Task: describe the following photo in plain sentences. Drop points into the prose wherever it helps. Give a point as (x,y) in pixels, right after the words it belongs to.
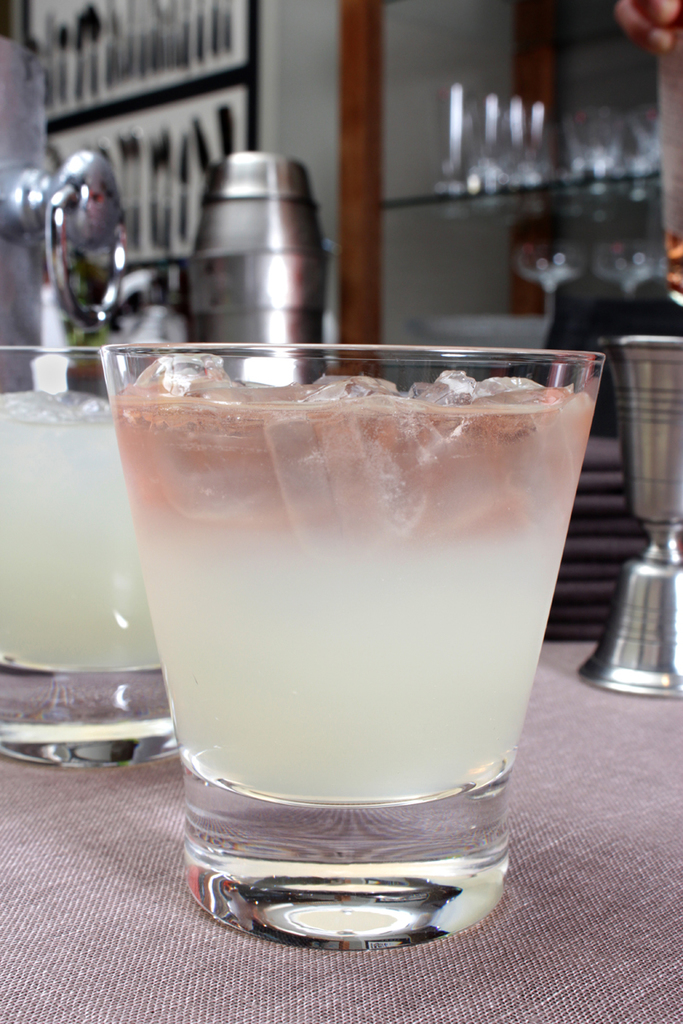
In this image I can see two glasses (183,497) with some liquid (222,452) and ice cubes (342,446) and some metal objects (243,224) behind.
